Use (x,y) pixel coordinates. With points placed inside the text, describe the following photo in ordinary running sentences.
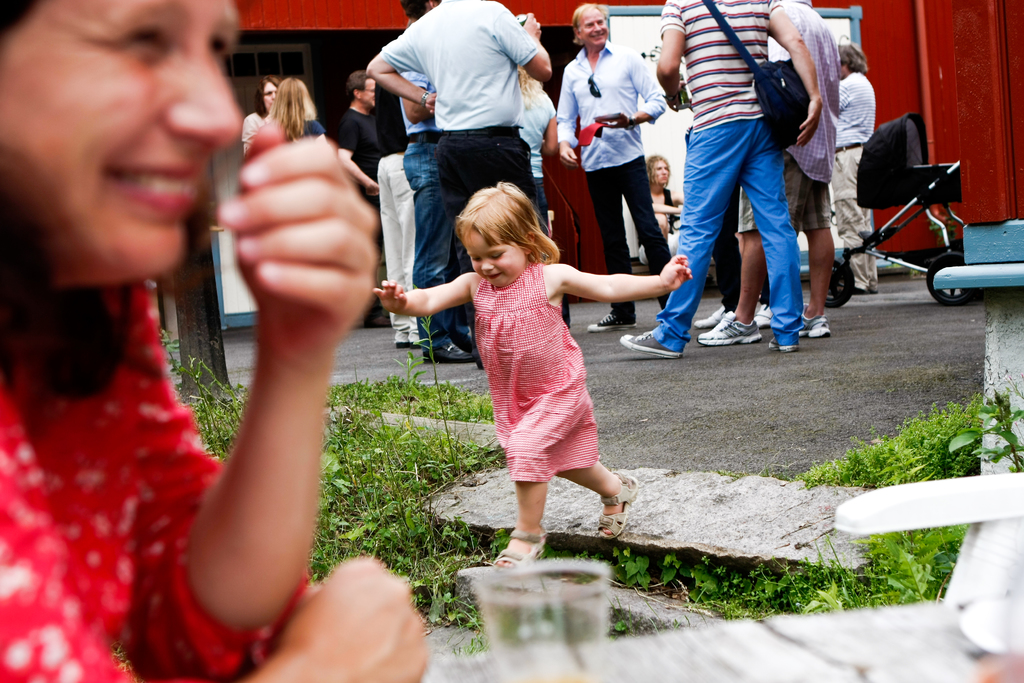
In this image we can see a group of people (546,282) standing on the road (793,396). In that a child (512,416) is running. We can also see some people (270,497) sitting, a glass (501,574), grass (458,566), plants (684,587), a trolley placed on the road (888,414) and a wall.
